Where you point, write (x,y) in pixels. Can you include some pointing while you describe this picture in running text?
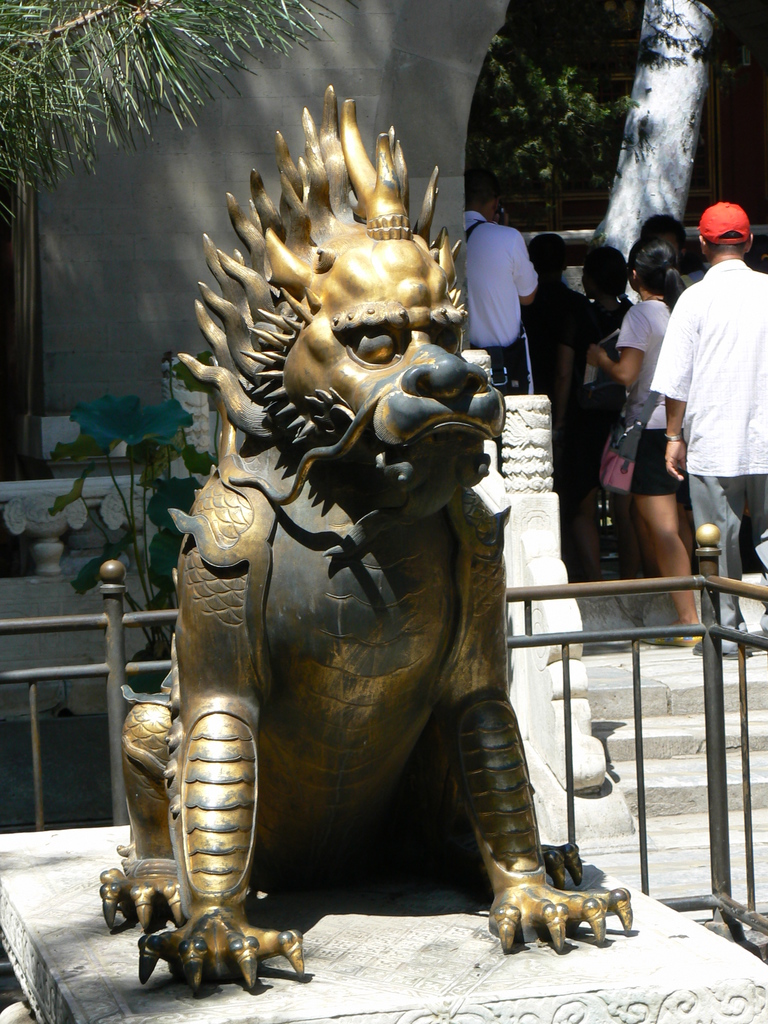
In this image we can see a sculpture (314,830), an iron railing (707,715), few people (727,383) near the wall (415,136), a plant (165,493) and few trees (551,90) in the background (557,101).
